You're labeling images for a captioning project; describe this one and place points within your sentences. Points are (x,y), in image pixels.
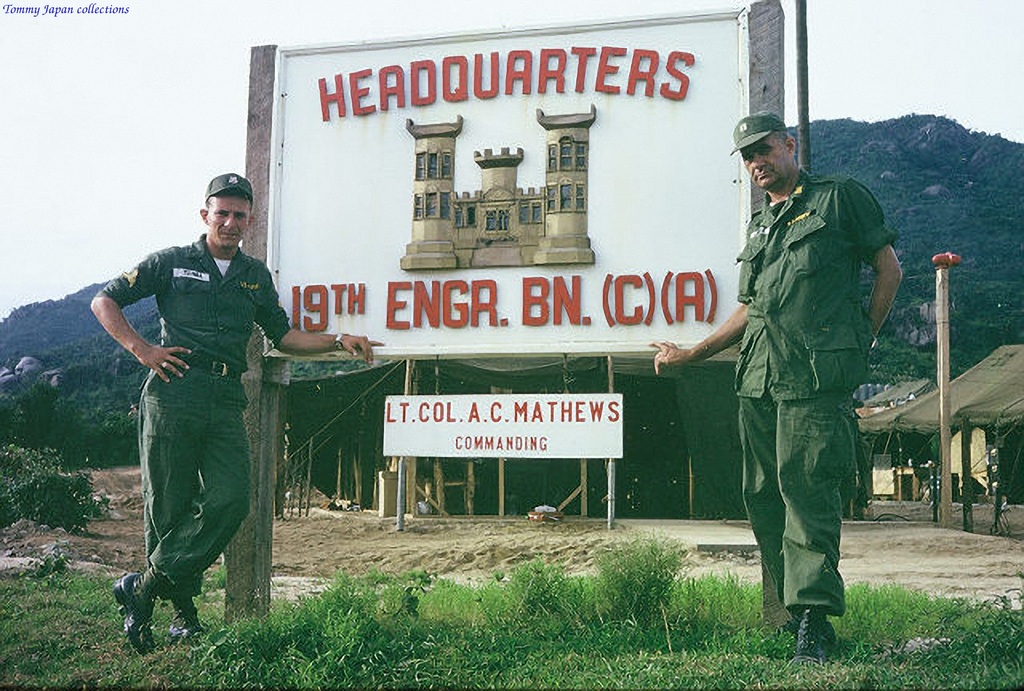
In this image we can see two men (772,504) standing on the grass (408,578) and are wearing the caps (757,130) and uniform (764,356). We can also see the text board (613,66), pole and also tent houses (986,430) for shelter. There is also another text board (535,421). In the background (54,395), we can see the hills (898,179) and also the trees (55,451). Sky (939,32) is also visible. In the top left corner (85,15) there is text (64,10).
